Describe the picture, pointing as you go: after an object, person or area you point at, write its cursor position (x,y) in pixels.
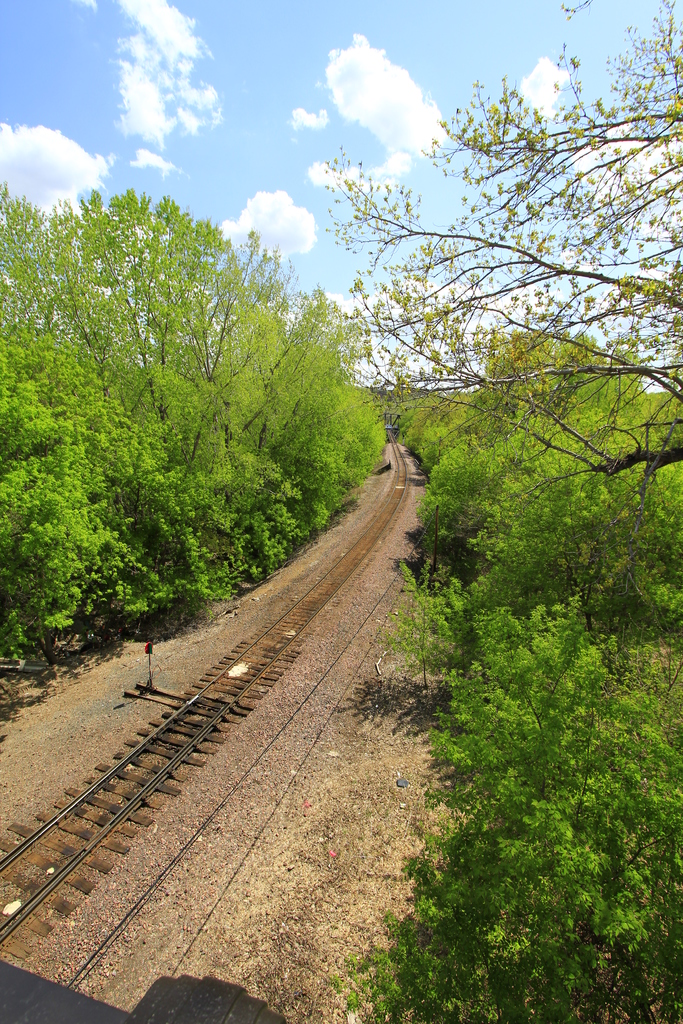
In this image, we can see a railway track (245,694) and there are some green trees (257,463), at the top (252,62) there is a blue sky (391,26) and we can see some clouds (189,99).
